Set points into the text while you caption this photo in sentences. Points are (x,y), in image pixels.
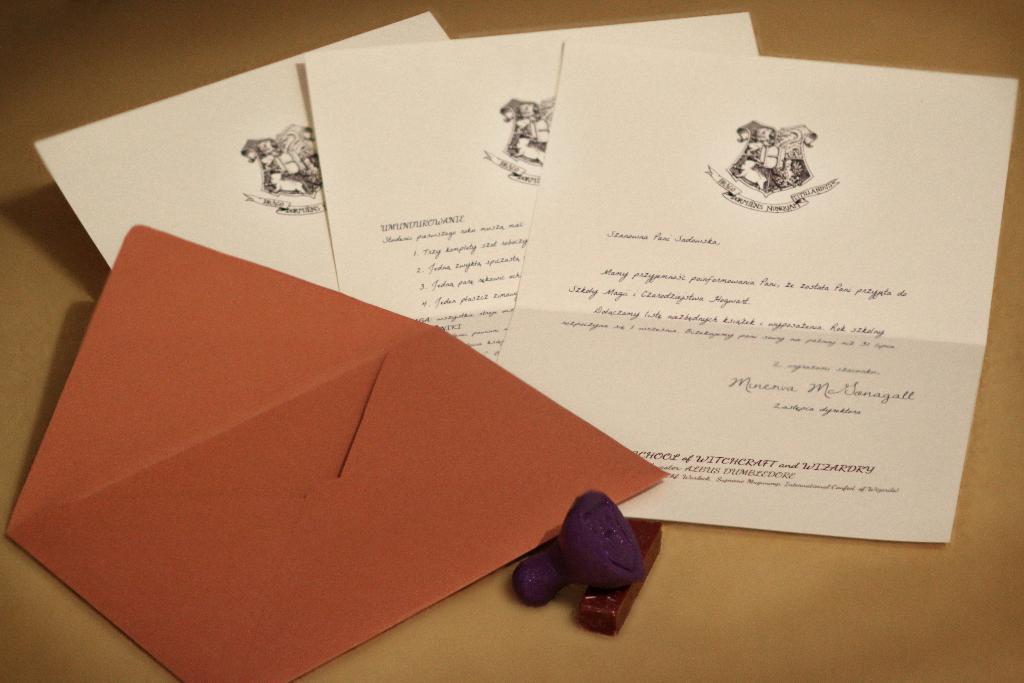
In this image we can see three papers (464,124), there are text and images (545,118) on them, there is an envelope cover (434,470), a rubber stamp (624,558), which are on the brown colored surface (977,635).
